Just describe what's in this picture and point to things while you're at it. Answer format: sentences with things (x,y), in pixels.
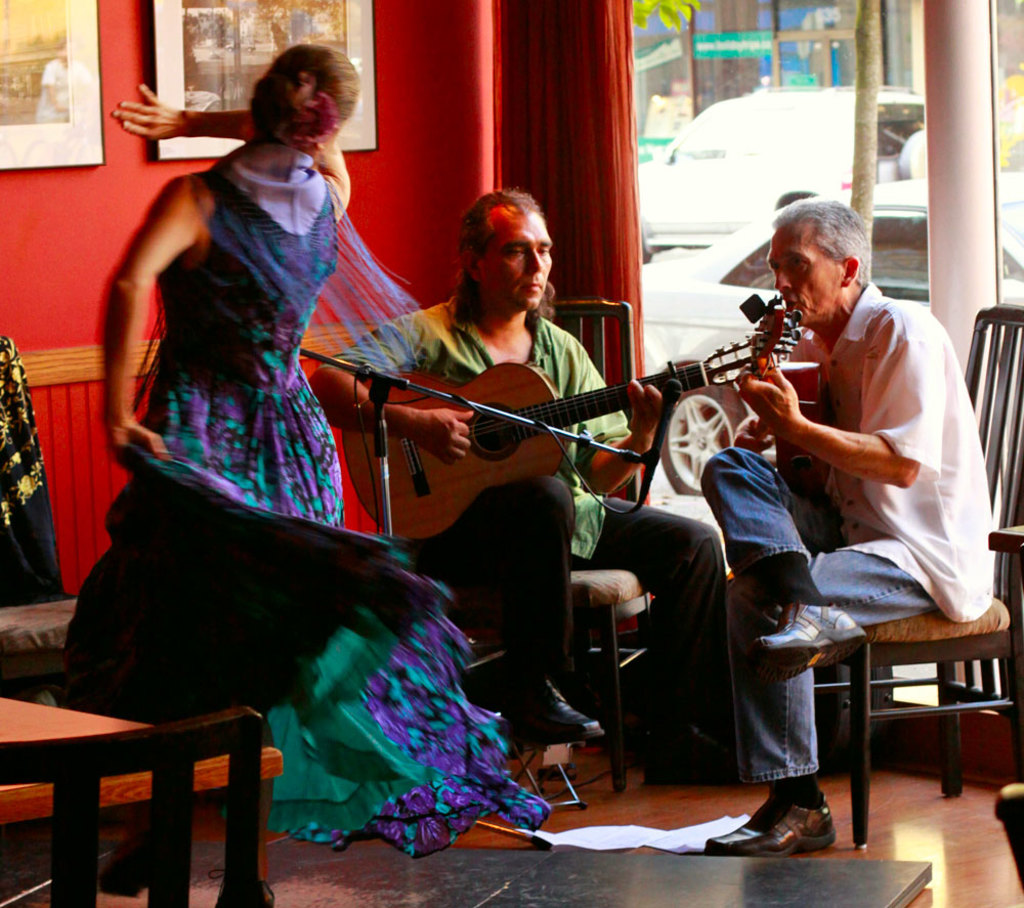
2 people (533,537) are sitting and playing guitar (467,461). a person (285,501) in front of them is dancing. behind them there is a red wall (392,95) on which there are photo frames (165,58).
